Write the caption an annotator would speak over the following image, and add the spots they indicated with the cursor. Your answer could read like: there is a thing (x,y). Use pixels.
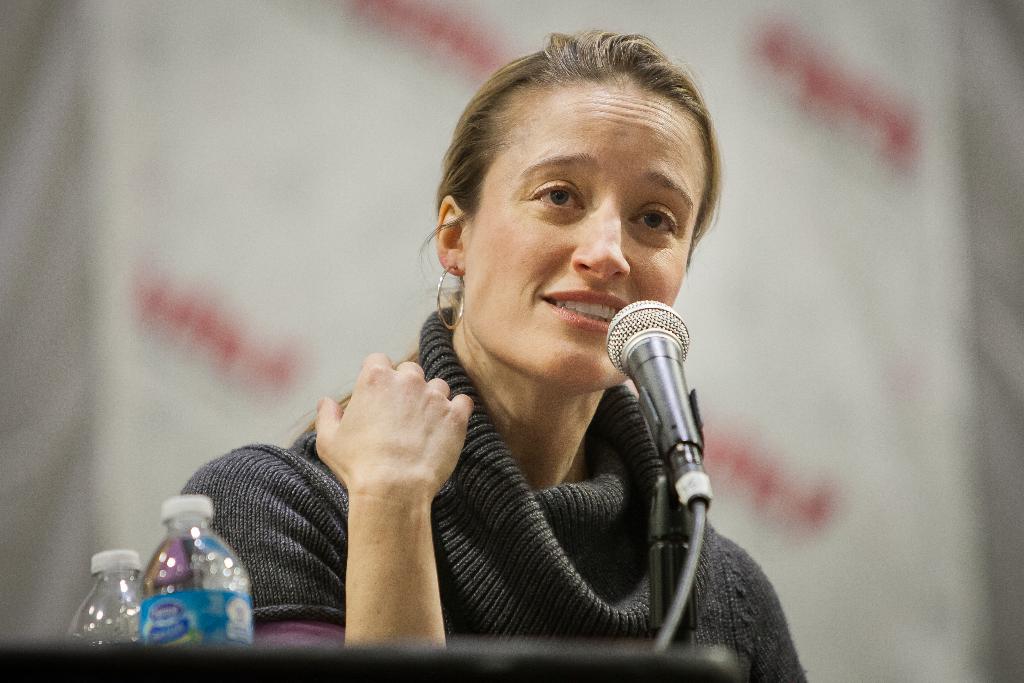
This woman (497,261) is speaking in-front of mic (653,328). These are bottles (140,597).
